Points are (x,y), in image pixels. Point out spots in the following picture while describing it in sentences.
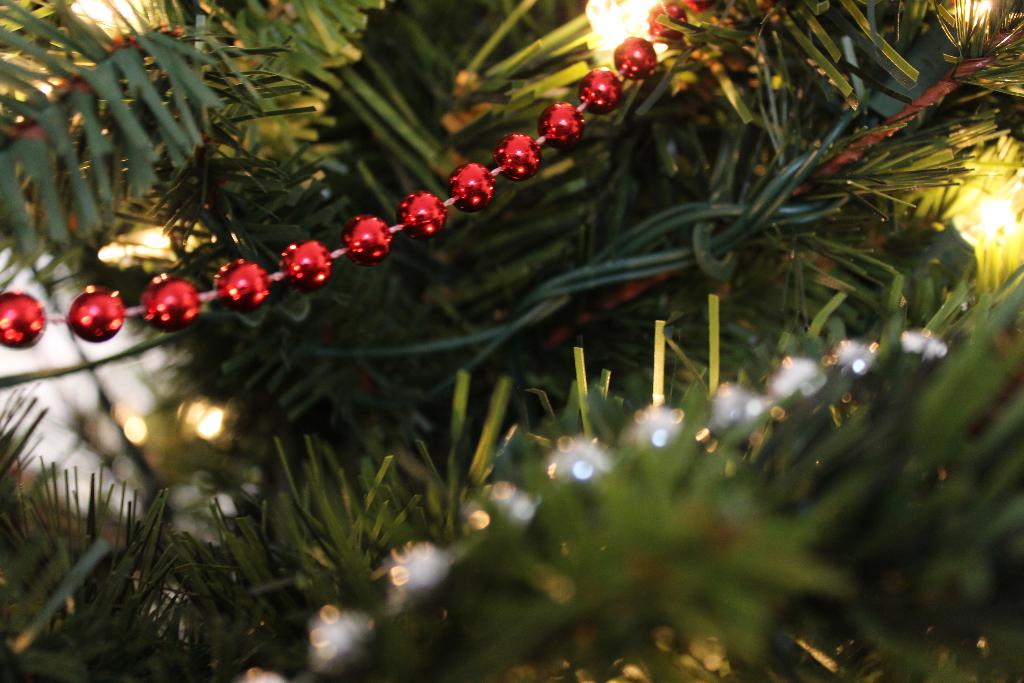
In this picture I can observe plants (324,398). There are two decorative things (358,245) which are in red and white color in this picture.
